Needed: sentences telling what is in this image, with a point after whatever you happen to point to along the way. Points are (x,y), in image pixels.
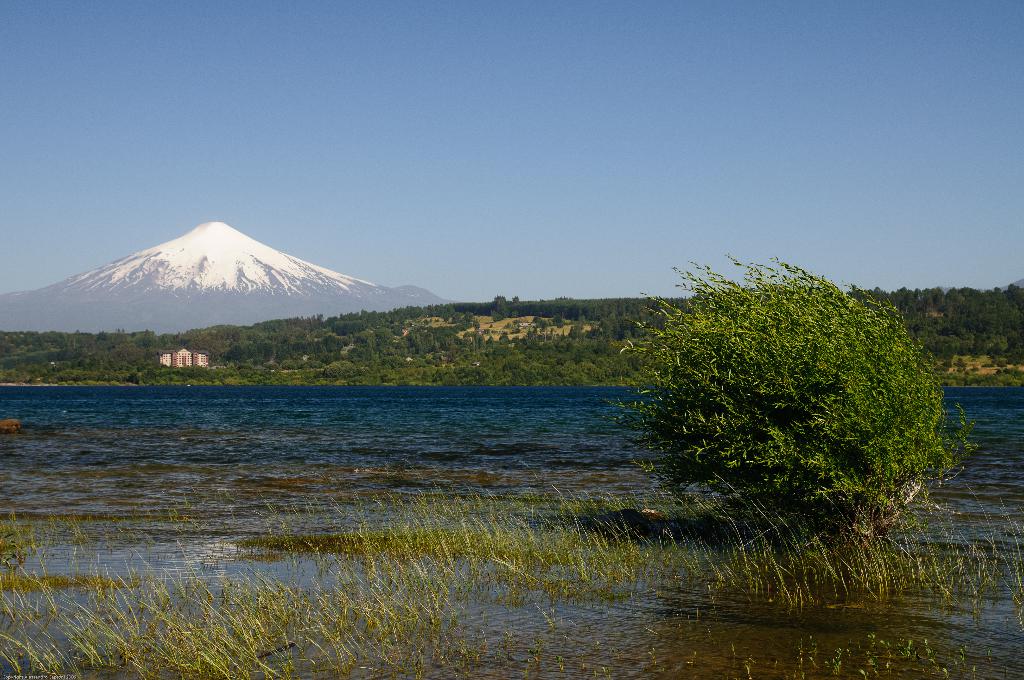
In this picture, we can see water (319,560), grass (497,552), plants (728,454), ground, trees (409,344), buildings (171,351), mountain (246,270), and the sky (534,189).
